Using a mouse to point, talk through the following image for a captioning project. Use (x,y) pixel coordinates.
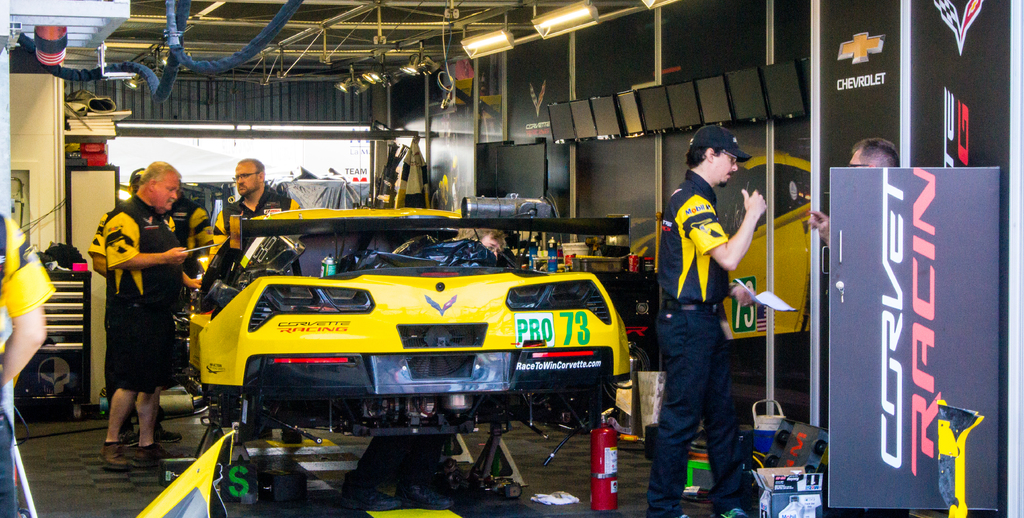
This is an inside view of a garage (412,81) and here we can see a vehicle (380,403), some people (697,239) standing and one of them is wearing a cap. In the background (393,109), there are screens (750,120), boards (828,152), some objects (795,480) and we can see a fire extinguisher (599,462) and there are stands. At the top (141,52), there are rods (334,52), lights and we can see roof (335,35) and at the bottom (122,483), there is floor (123,477).
